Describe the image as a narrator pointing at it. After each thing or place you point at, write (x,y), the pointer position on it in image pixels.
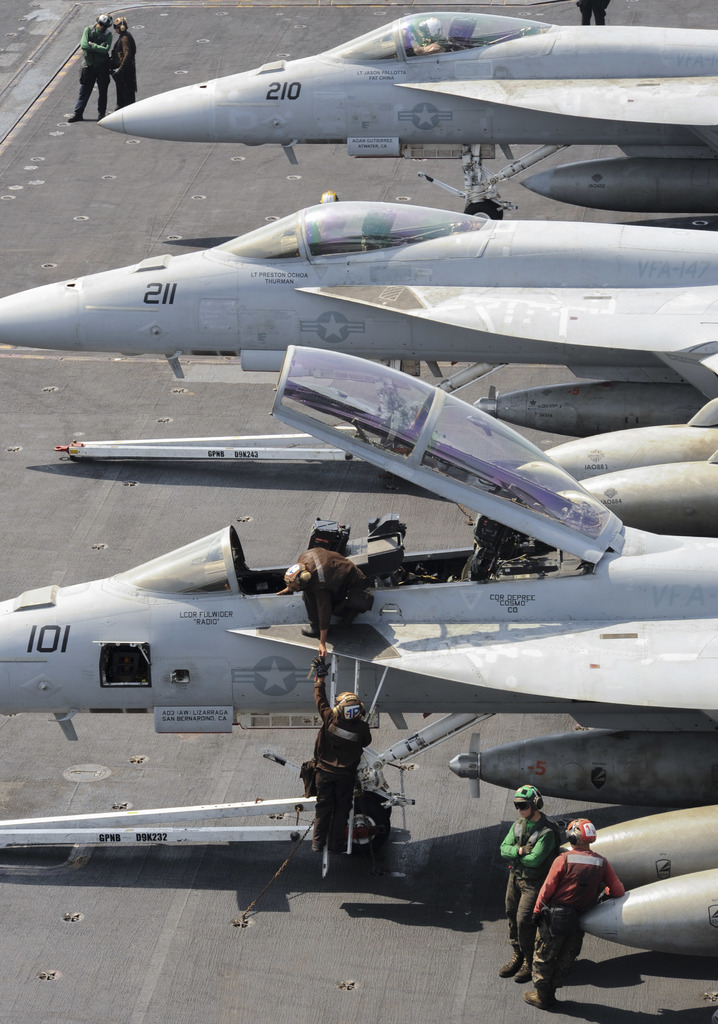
In this image we can see aircrafts (428,180) on the floor (150,420). In the background (99,105) we can see floor (78,170) and persons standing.
